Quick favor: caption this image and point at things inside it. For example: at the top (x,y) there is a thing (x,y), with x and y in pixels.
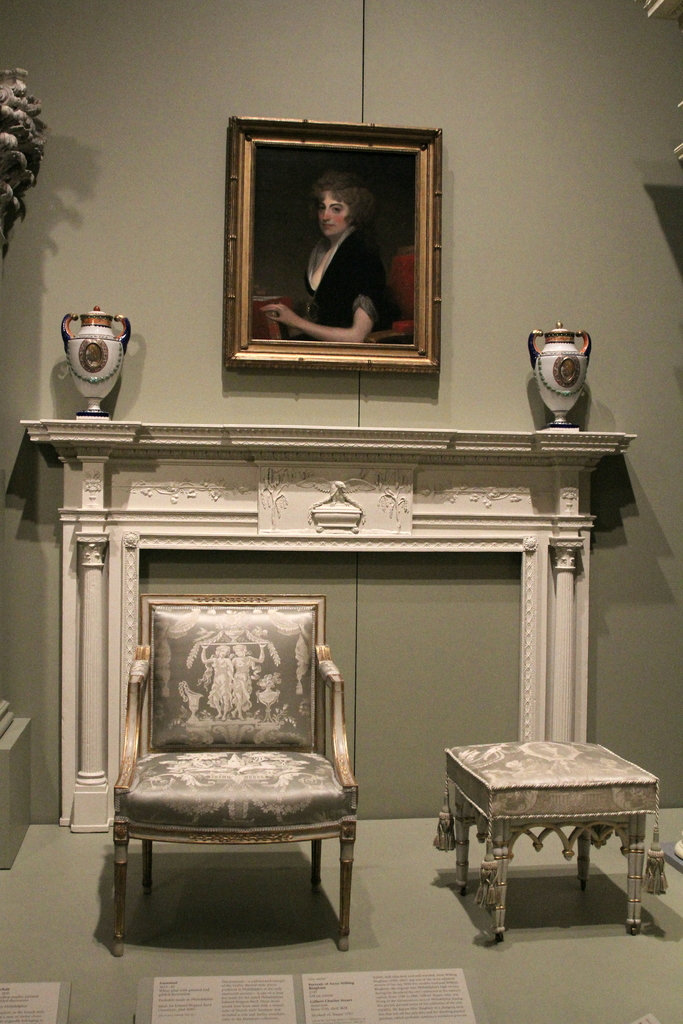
In this room (30,605) there is a chair (143,626), stool (618,774) and a frame (309,288) on the wall (342,80).
